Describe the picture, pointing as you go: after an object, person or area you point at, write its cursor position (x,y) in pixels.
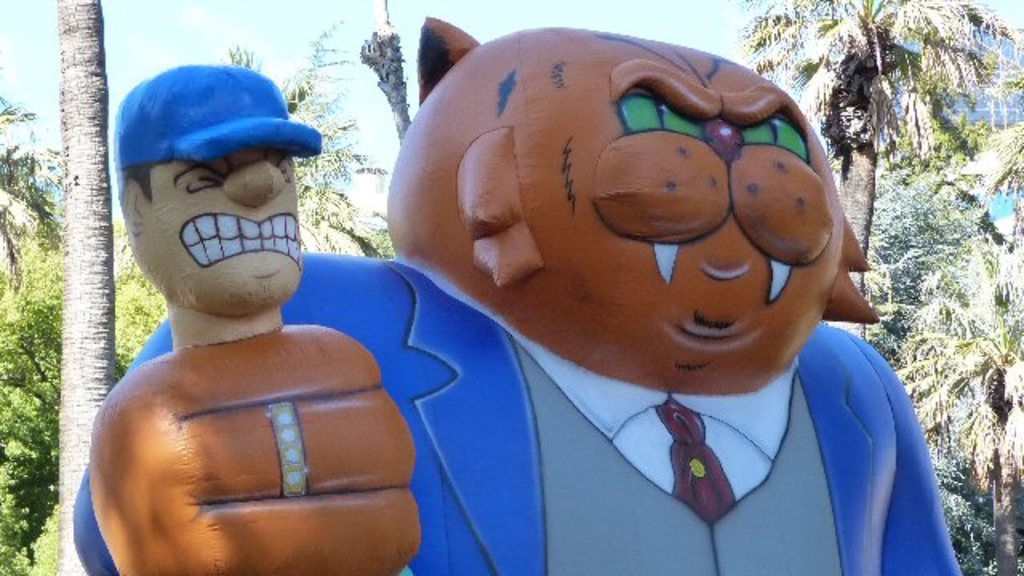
In this picture I can see a statue (684,432), there are trees (2,299), and in the background (467,17) there is sky (584,8).
